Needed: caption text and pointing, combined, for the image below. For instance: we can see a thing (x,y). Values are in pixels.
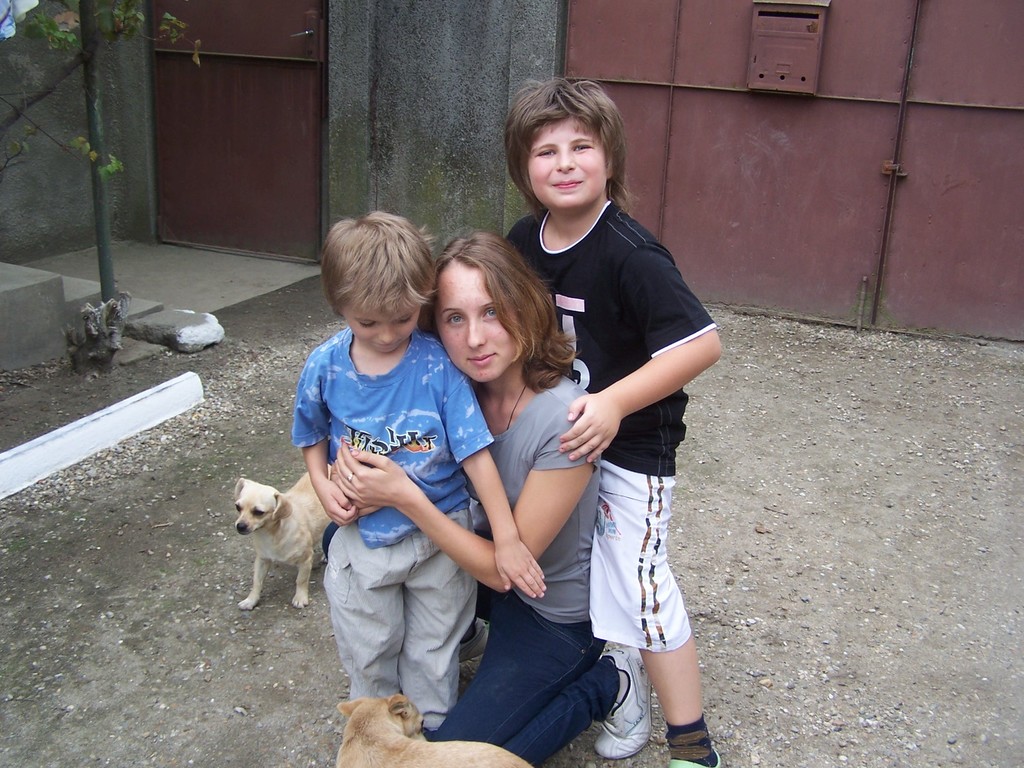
Here we can see three persons (489,420) giving a pose to the camera. We can see two puppies (376,739) here. On the background (972,145) we can see gates (317,103) in brown colour. This is a plant (66,40).
